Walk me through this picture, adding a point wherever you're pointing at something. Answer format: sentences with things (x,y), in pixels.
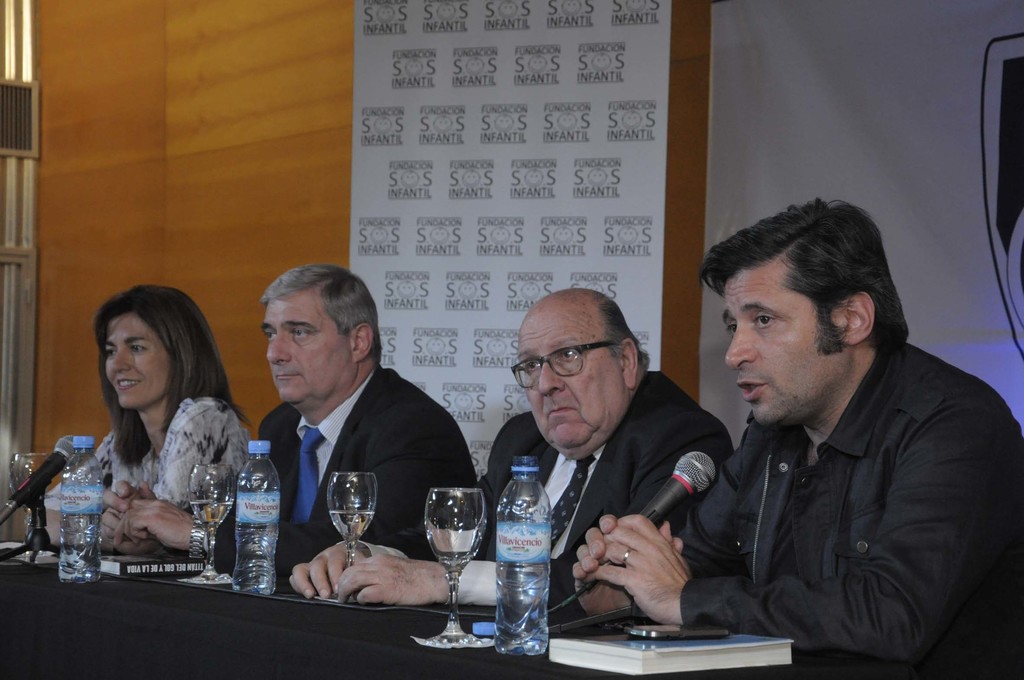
In this image, we can see four people (143,528) are sitting. On the right side of the image (893,488), we can see a person (822,450) is talking and holding a microphone (646,514). At the bottom (591,626), there is a black color object (377,658). On top of that we can see few items (232,577). Background (297,219) we can see banners (592,176) and wall (695,142). Left side of the image (178,471), we can see a woman (133,402) is smiling.
